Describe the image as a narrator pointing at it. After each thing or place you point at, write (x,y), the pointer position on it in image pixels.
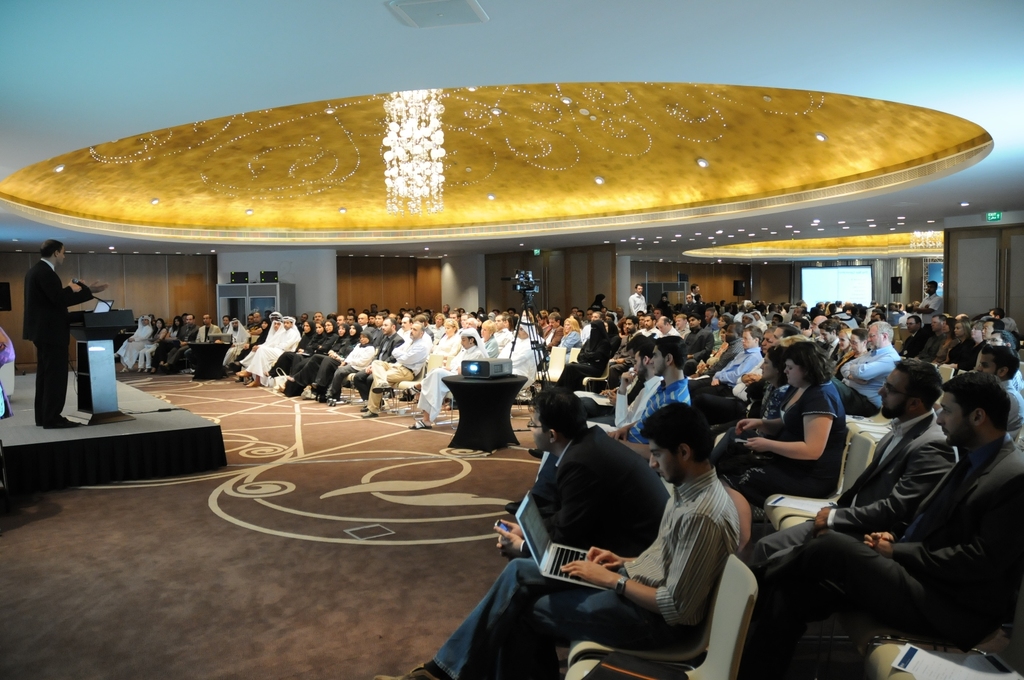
In this picture I can see few people (1019,528) are sitting on the chairs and I can see a man (614,575) working on a laptop (553,572) and I can see a chandelier light (410,173) and lights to the ceiling (382,133). I can see a man (43,406) standing at a podium (109,346) and speaking with the help of a microphone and I can see a projector (483,377) on the table (457,375) and a camera (534,292) to the stand (531,326), few are standing in the back (937,307).
